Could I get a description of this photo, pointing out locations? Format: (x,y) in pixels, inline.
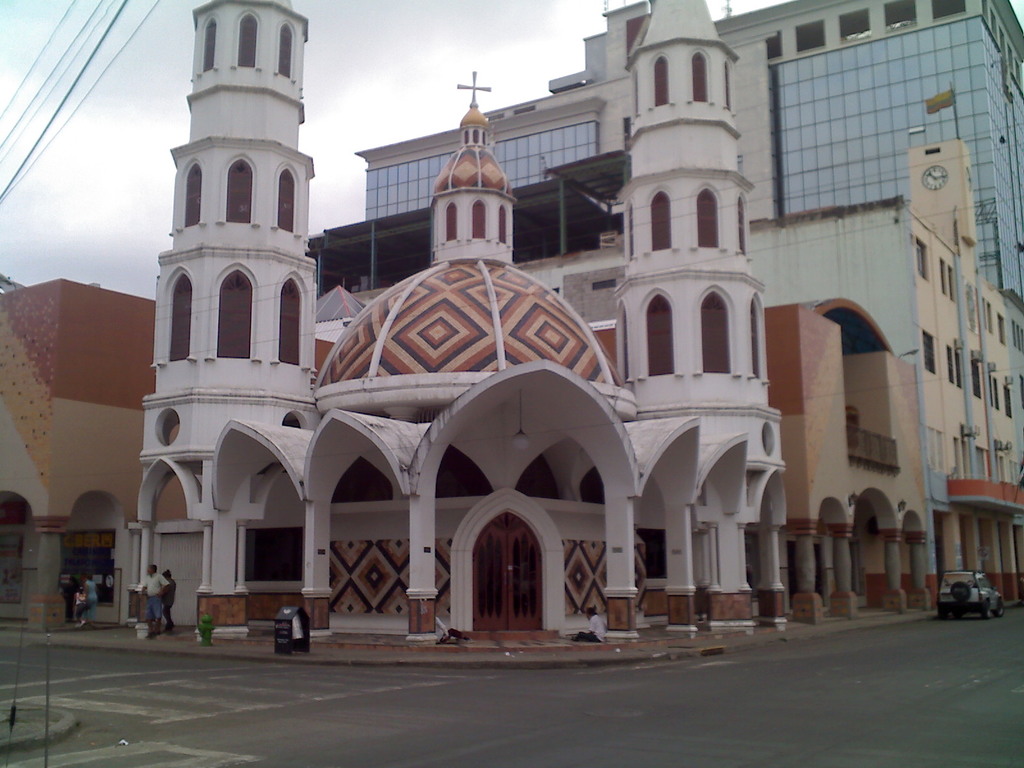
In this image, there are a few buildings (115,586), people (87,583), wires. We can see the ground (241,672) with some objects (277,621). We can also see a vehicle (943,584) and a flag (929,106). We can see a clock (936,177) attached to one of the buildings (926,193). We can see the sky (334,138).
